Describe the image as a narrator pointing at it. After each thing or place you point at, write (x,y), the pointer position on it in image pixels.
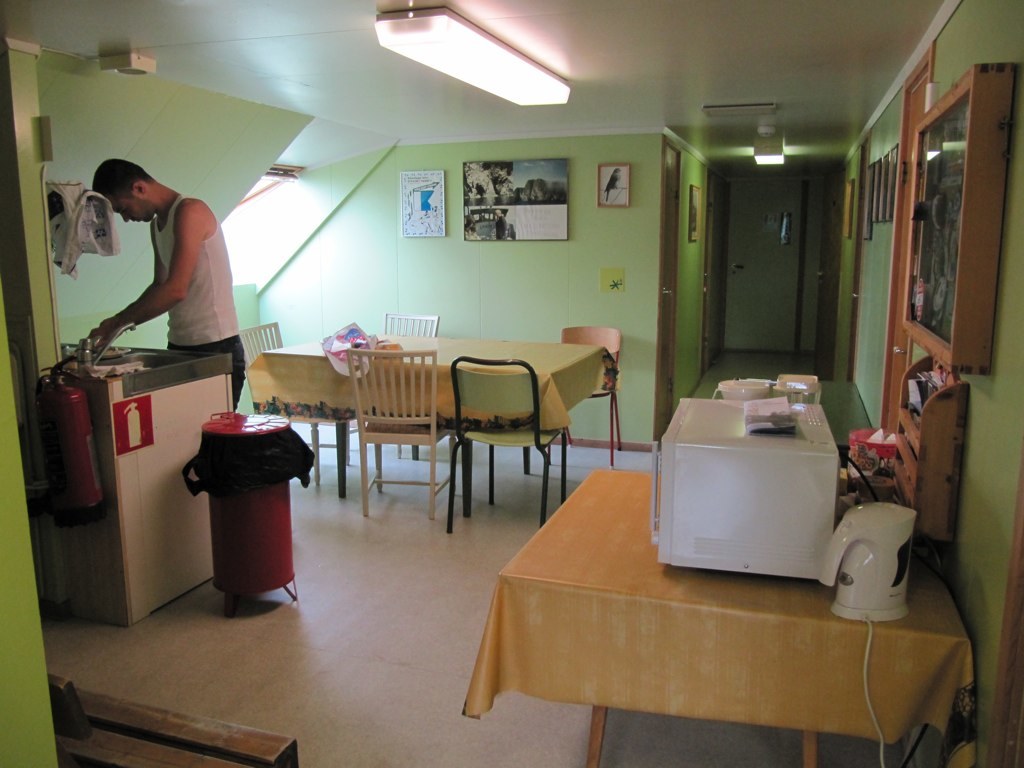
This is a picture of the inside of the house (86,292) in this house (224,73) on the top (449,49) there is ceiling (170,39) and one light (437,47) is there and on the right side (754,489) there is one table (626,589) and one oven (710,485) is there on the table (628,607). Beside that table (587,648) there is one cupboard (914,448) and wall (873,224) is there and on the wall (885,231) there are some photo frames (888,182) and one wooden box (939,242) is there and in the center (665,278) there is one door (752,257) and on the left side (198,303) there is one person (202,255) who is standing. Beside him there is one sink (173,373) and one fire extinguisher (77,456) is there and in the center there are some pictures (550,199) and in the middle (436,349) there is one dining table (439,356) and some chairs (405,356) are there, beside that table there is one dustbin (246,521).
